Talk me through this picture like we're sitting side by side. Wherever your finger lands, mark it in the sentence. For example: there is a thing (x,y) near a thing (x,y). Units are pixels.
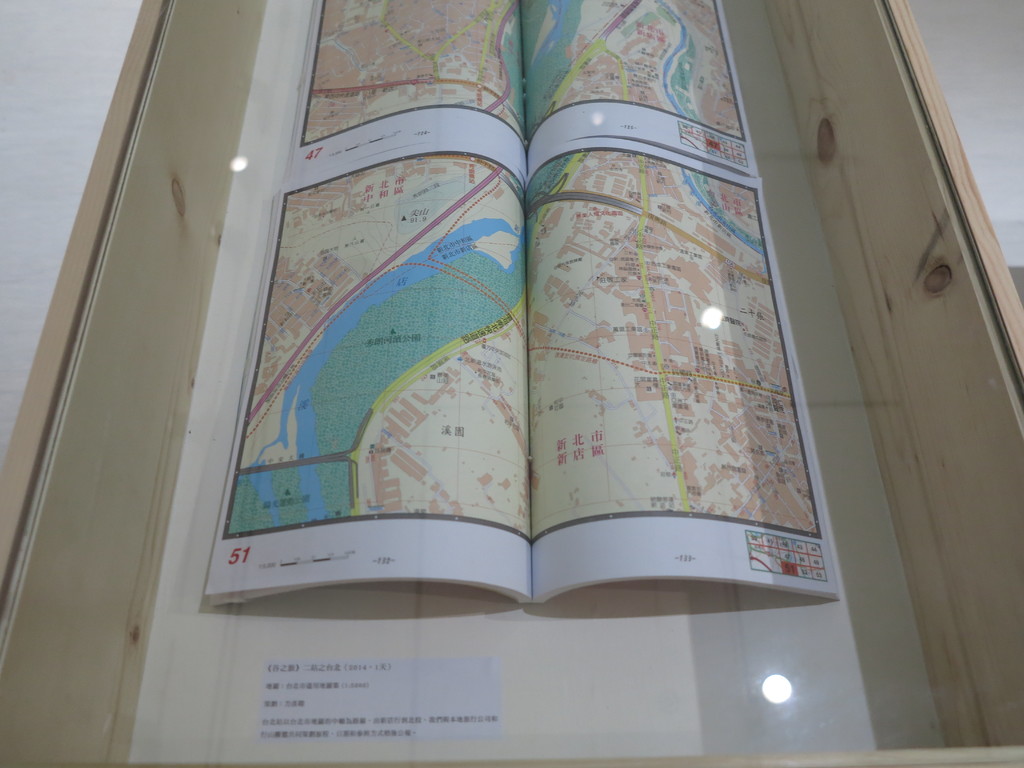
In this picture I see a wooden box (176,55) with glass (660,269) on the top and from the glass (785,62) I see few maps (589,212) in the box (500,766) and text (326,666) at the bottom of the picture (315,673).
